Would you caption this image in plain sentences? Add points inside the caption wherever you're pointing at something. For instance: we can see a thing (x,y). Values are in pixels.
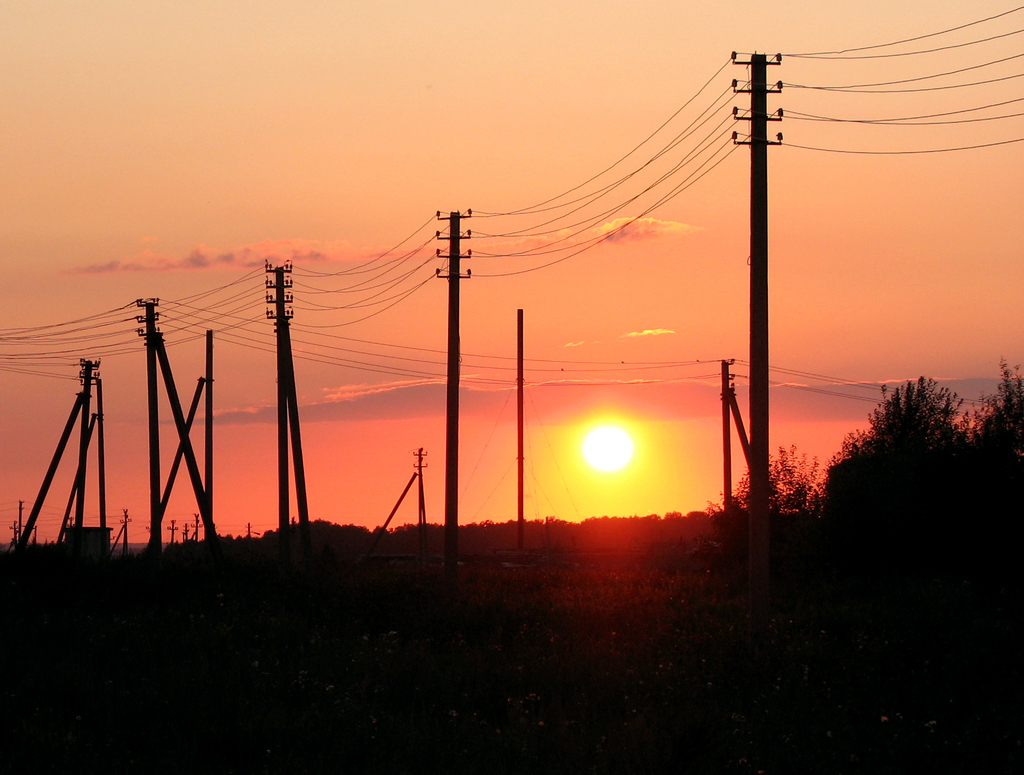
In the image we can see there are electric poles (80,465) standing on the ground (587,556) and behind there are lot of trees (946,455) and there is a sun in the sky (625,465).
